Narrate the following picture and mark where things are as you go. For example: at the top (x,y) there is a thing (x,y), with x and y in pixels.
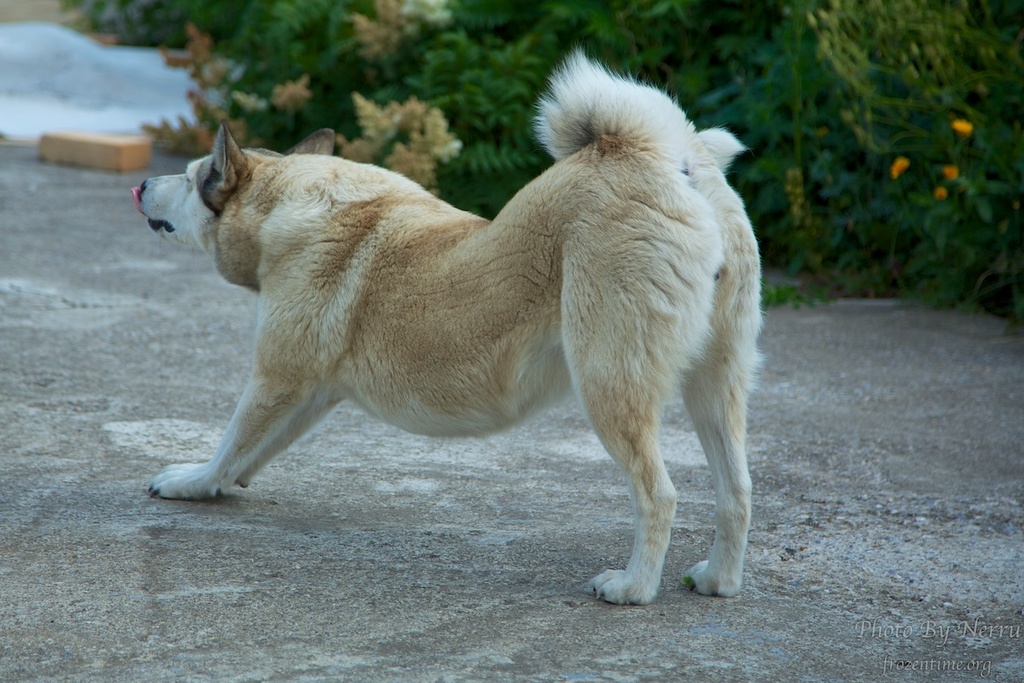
In this image I see a dog (494,251) over here which is of white and cream in color and I see the path (61,229) and I see the watermark (930,634) over here. In the background (180,4) I see the plants (569,49) and I see a thing (110,156) over here.
